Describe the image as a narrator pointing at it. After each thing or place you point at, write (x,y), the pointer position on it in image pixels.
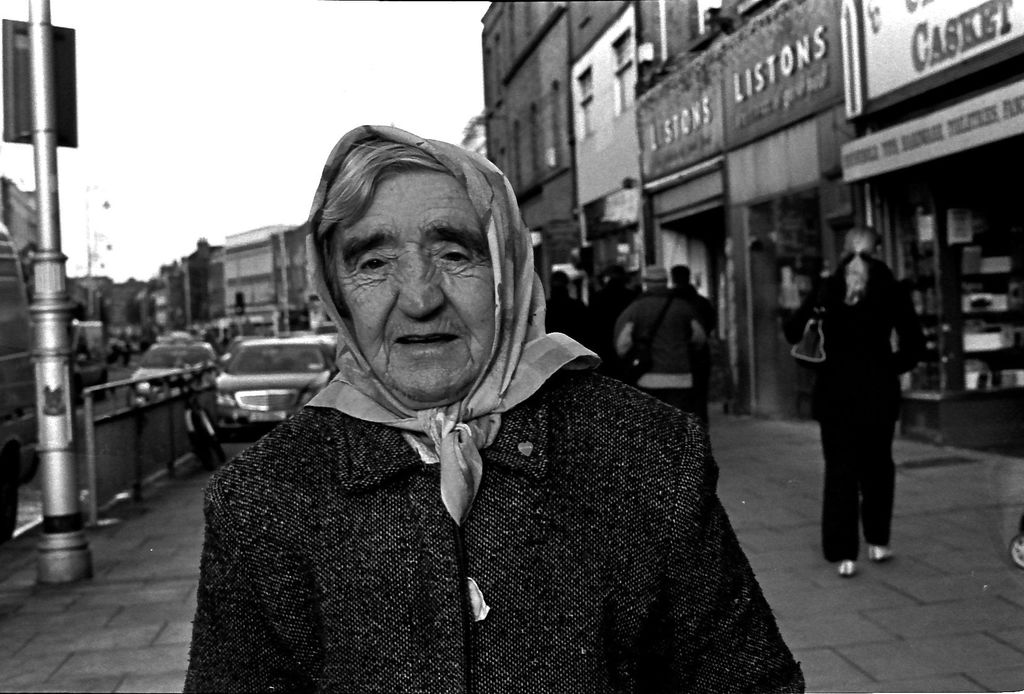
It looks like a black and white picture. We can see a person (442,574) is standing on the walkway (58,658). Behind the person (516,440) there is a group of people (616,354). On the left side of the person (503,289) there is a pole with a board (70,127). Behind the people (351,318) there is a bicycle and some vehicles (14,369) on the road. Behind the vehicles (258,352) there are buildings (147,326) and the sky (212,133).
